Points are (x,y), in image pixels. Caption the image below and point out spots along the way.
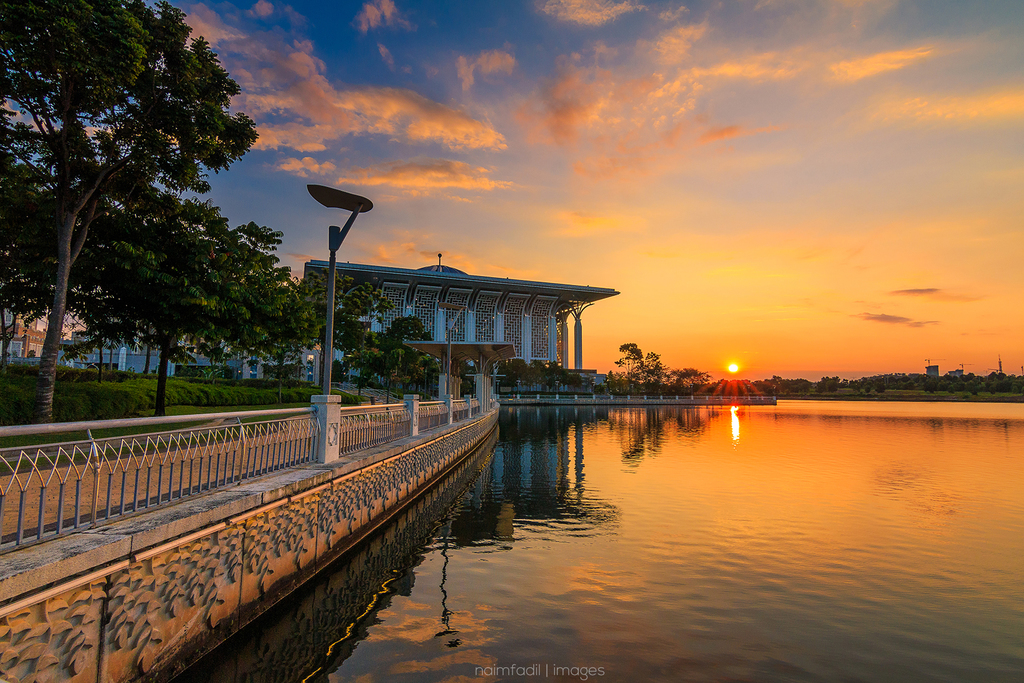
In this image there is a lake (773,437), on the left side (160,477) there is fencing (405,396), trees (193,343), in the background (518,286) there is a building (449,290) and a beautiful sunset (771,245) in the sky (741,289).
